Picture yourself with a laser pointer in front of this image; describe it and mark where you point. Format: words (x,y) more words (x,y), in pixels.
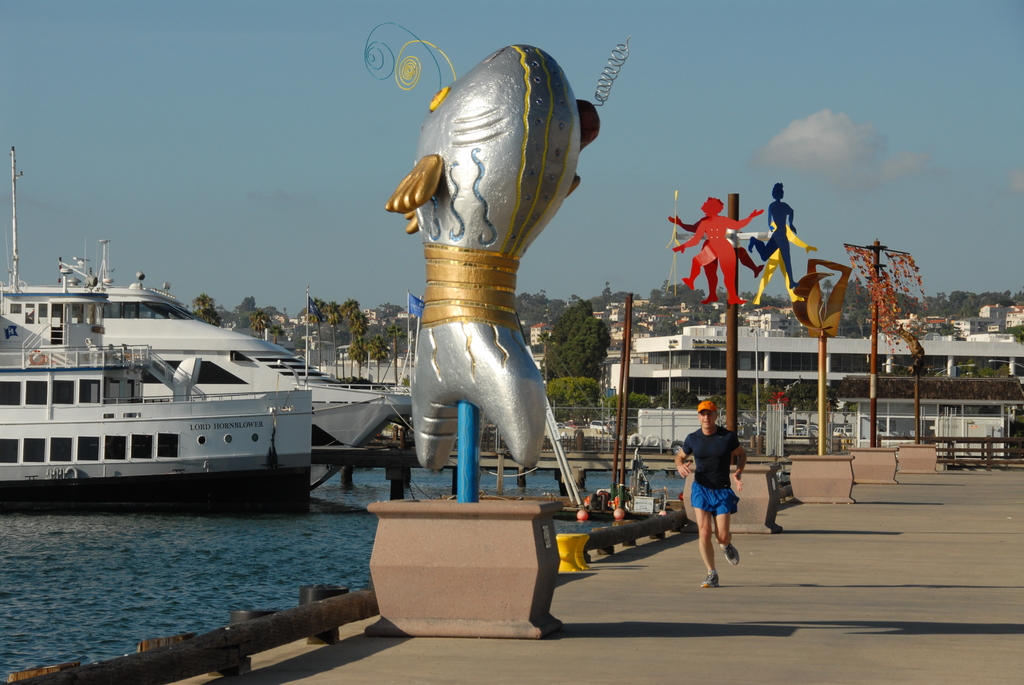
In this picture I can see there is a person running and there are ships (64,448) in the water (201,543). There are poles (562,447), statue (505,428) and there are some buildings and trees (398,327) in the backdrop (359,338) and the sky (391,83) is clear.
